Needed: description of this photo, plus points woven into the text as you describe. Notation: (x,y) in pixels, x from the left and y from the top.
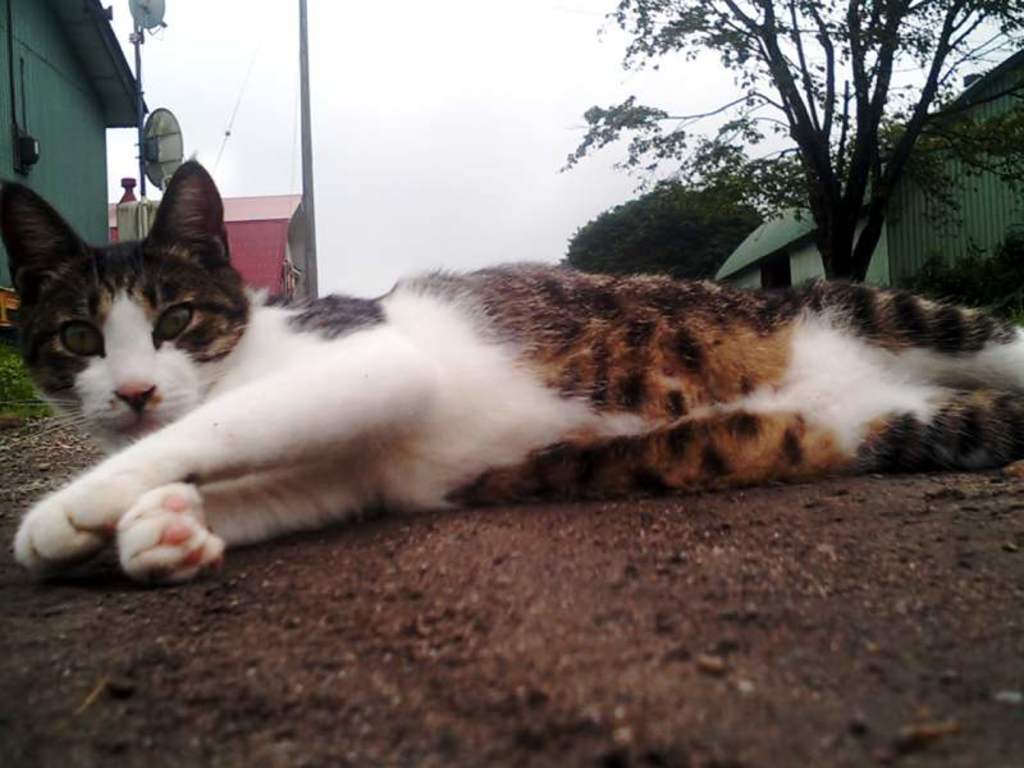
In the front of the image (377,348) there is a cat (692,389). In the background of the image (57,156) there are trees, sheds (80,46), sky (299,142) and objects (312,209).
